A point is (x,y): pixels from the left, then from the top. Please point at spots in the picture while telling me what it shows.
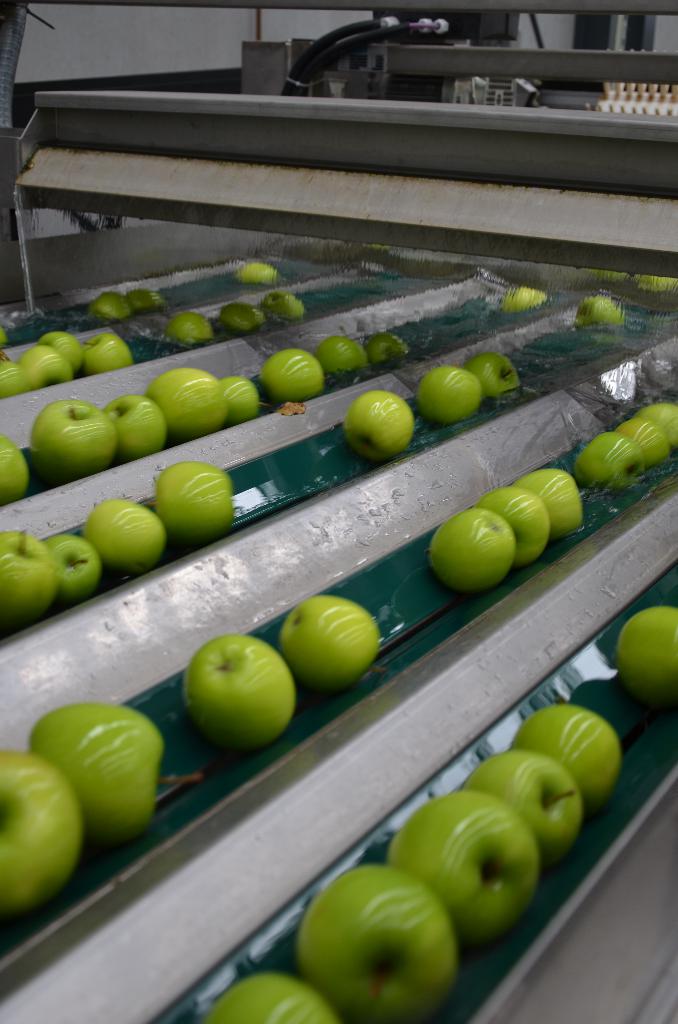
In this picture I can see green color fruits (323,676) on some metal objects (216,635). In the background (399,67) I can see machines (387,91).
